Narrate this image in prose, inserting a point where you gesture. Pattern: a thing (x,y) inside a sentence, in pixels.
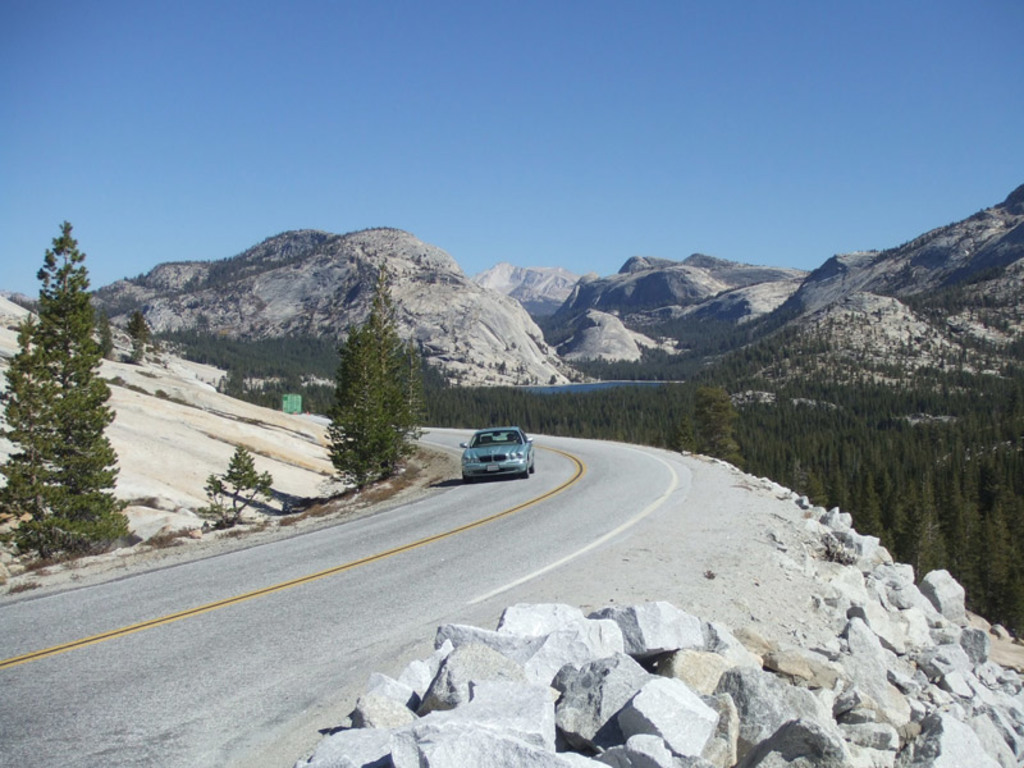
In the center of the image (502,452) we can see a car (466,455) on the road (454,534). At the bottom (493,749) we can see rocks (772,704). In the background (912,315) there are trees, hills (459,288) and sky (550,167).
